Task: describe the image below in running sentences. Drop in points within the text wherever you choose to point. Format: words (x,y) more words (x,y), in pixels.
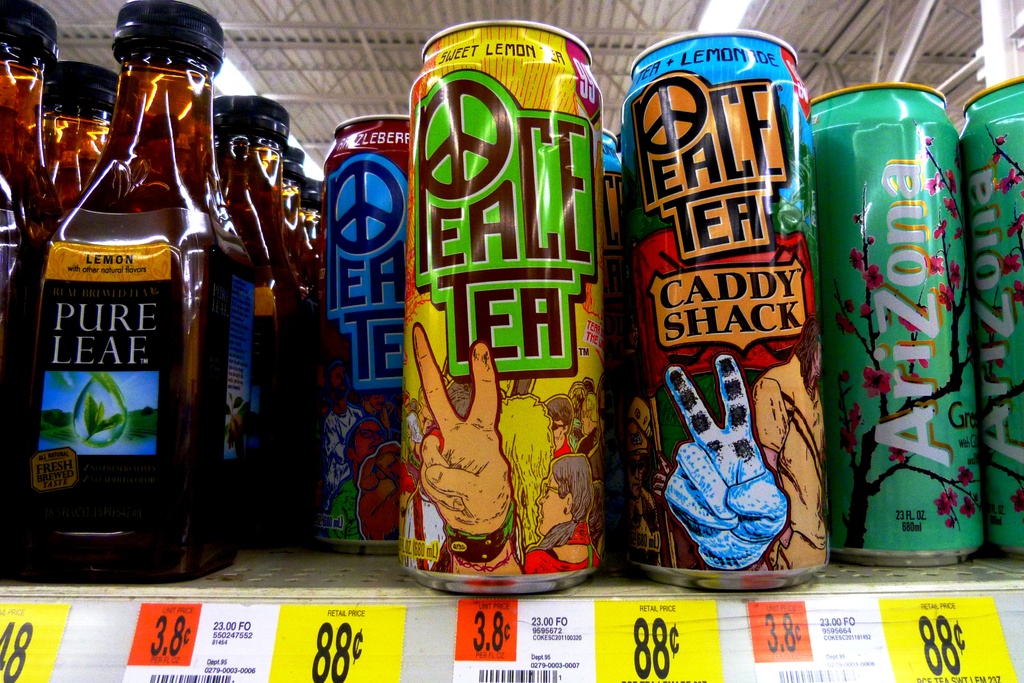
In a shelf (414,681) there are some bottles (306,305) and some cans (674,321) with some price tags (963,643) are present upon them there is one roof top (315,12).
